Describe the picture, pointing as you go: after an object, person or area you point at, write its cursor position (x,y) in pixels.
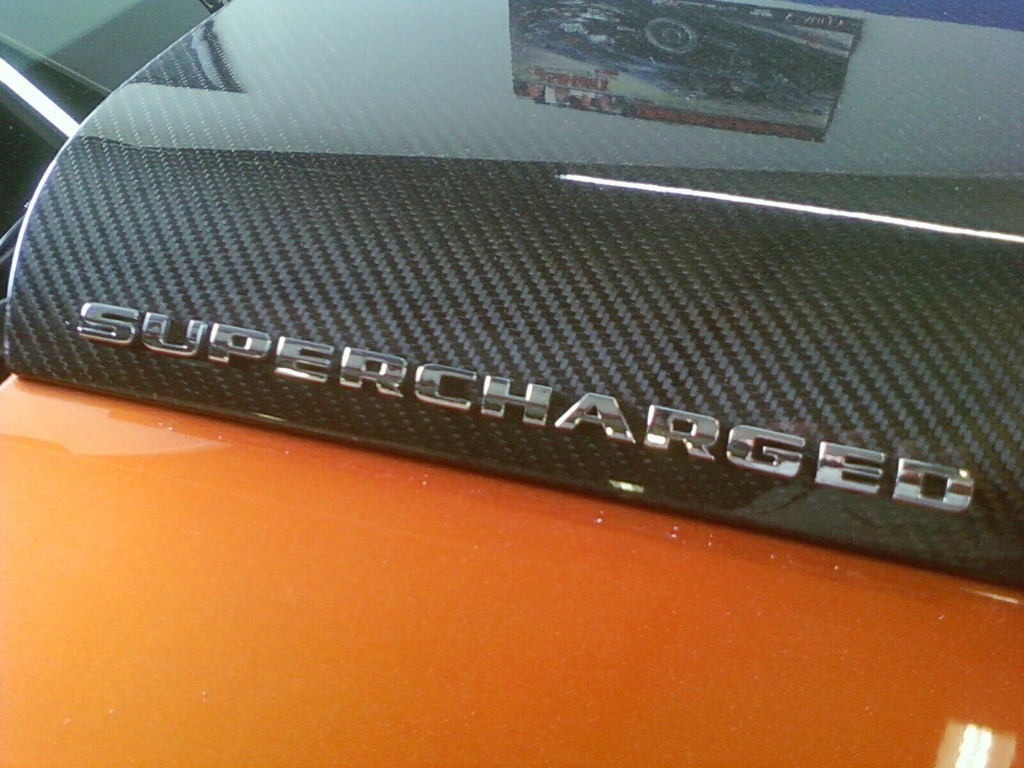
There is a car part (521,276) kept on an orange car (428,528) and it is written as super charged on the car part (550,343).
